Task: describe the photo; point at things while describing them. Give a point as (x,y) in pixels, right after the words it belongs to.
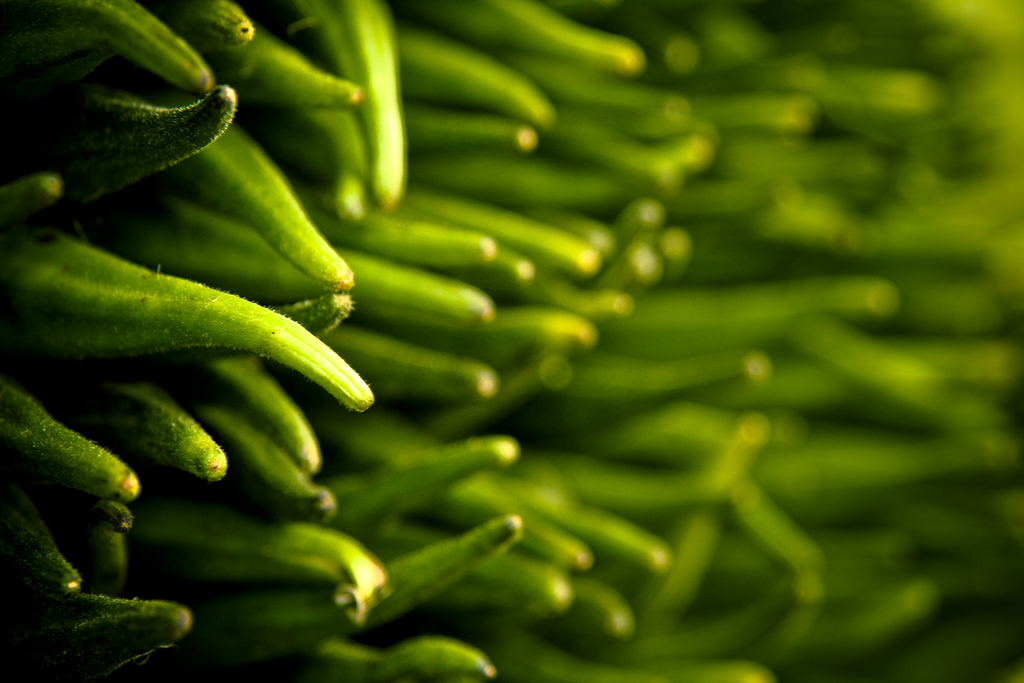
In this picture we can see okra (565,305).
